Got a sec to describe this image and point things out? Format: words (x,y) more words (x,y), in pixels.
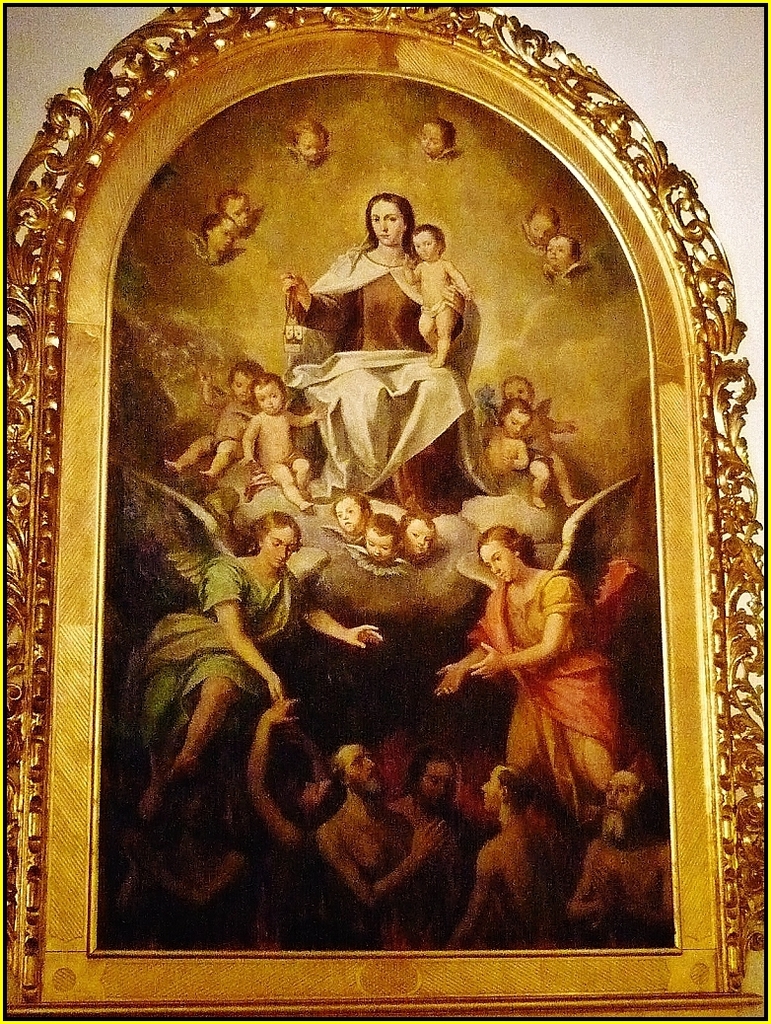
In this picture we can see the photo frame (22,435) of the people (279,482).
